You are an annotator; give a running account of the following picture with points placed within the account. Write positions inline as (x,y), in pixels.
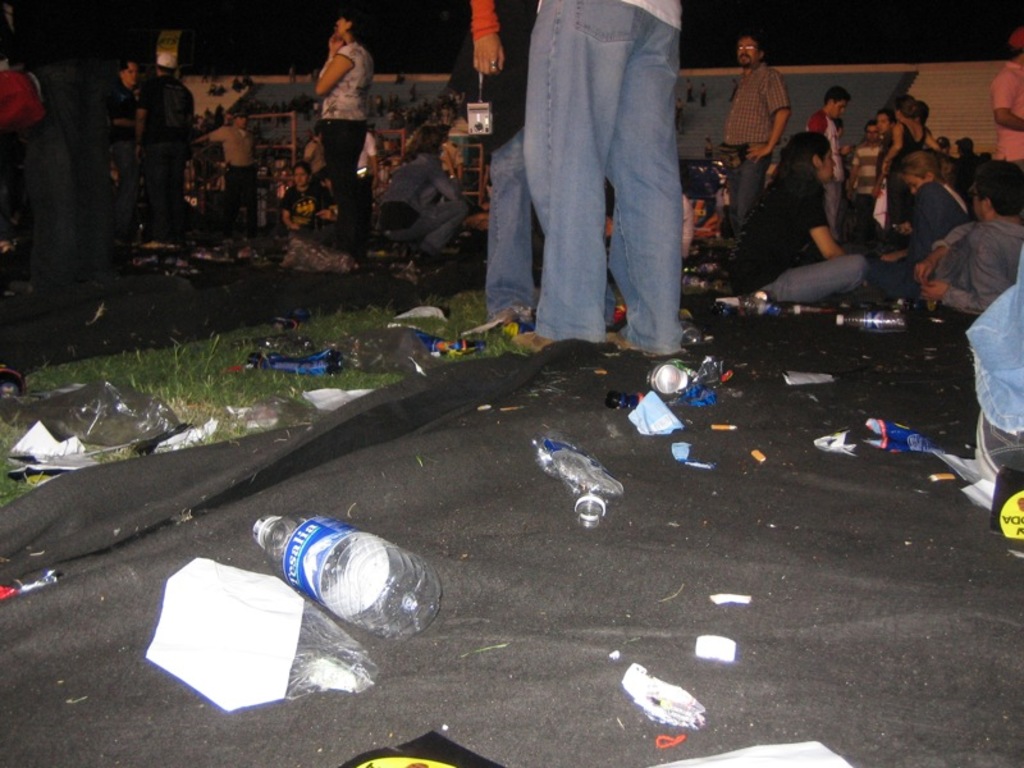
Few persons (537,104) are standing and few persons (816,173) are sitting on grass (10,447). On this cloth (342,443) there are bottles (372,560) and things (650,411).
